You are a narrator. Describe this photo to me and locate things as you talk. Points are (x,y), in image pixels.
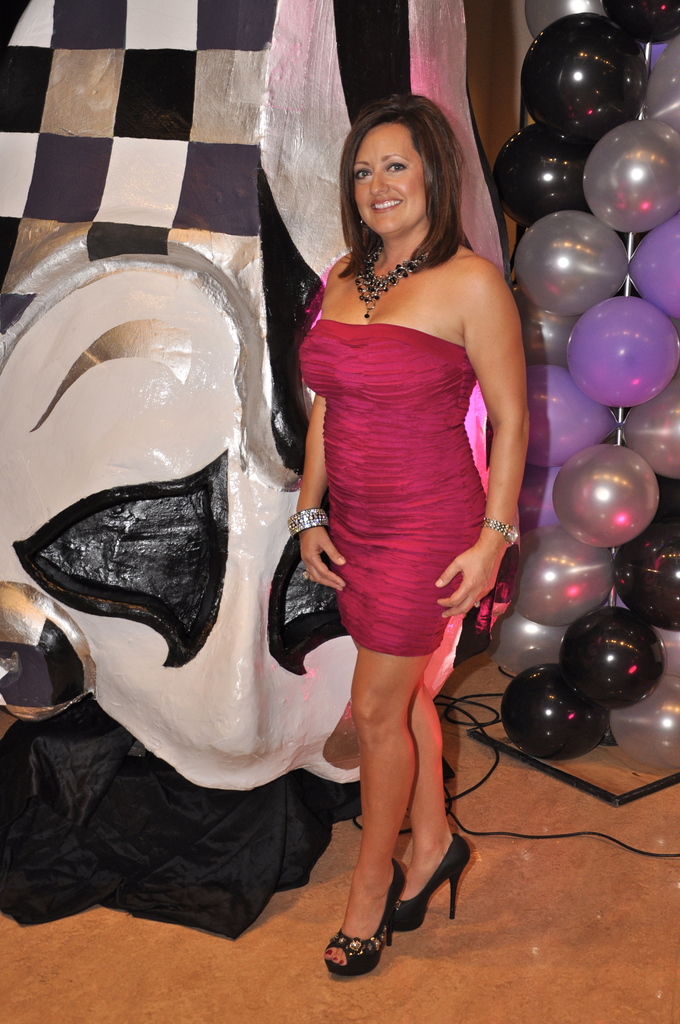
Here we can see a woman (368,532) is standing on the floor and she is smiling. In the background (118,229) there is an object (129,270), black color cloth (5,844), balloons (651,249), cables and a stand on the floor (45,937).
